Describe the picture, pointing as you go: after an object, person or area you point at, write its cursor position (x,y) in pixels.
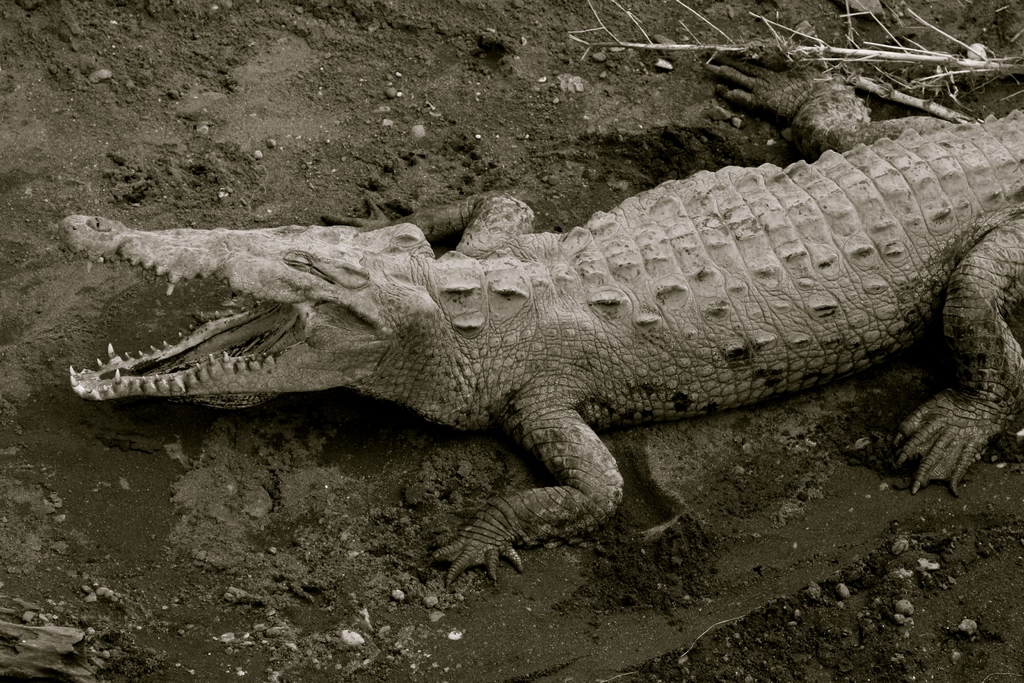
In this image there is a crocodile (381,364).
